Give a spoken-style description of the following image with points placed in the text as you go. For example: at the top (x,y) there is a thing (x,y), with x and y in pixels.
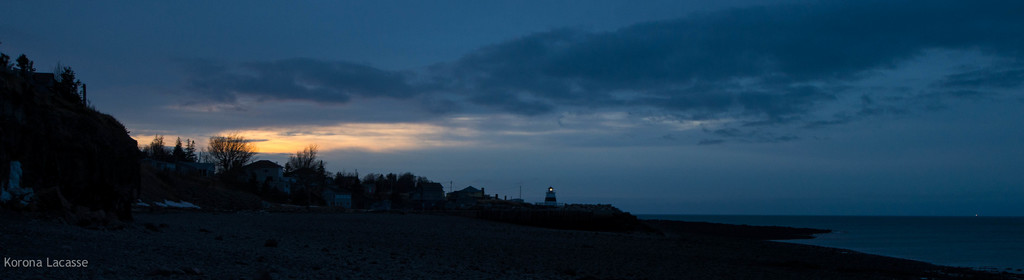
In this image there is sand (444,272). There are trees (348,189) and grass (185,176). There are few houses (265,181). We can see the water (893,234). There is sky (526,194).
